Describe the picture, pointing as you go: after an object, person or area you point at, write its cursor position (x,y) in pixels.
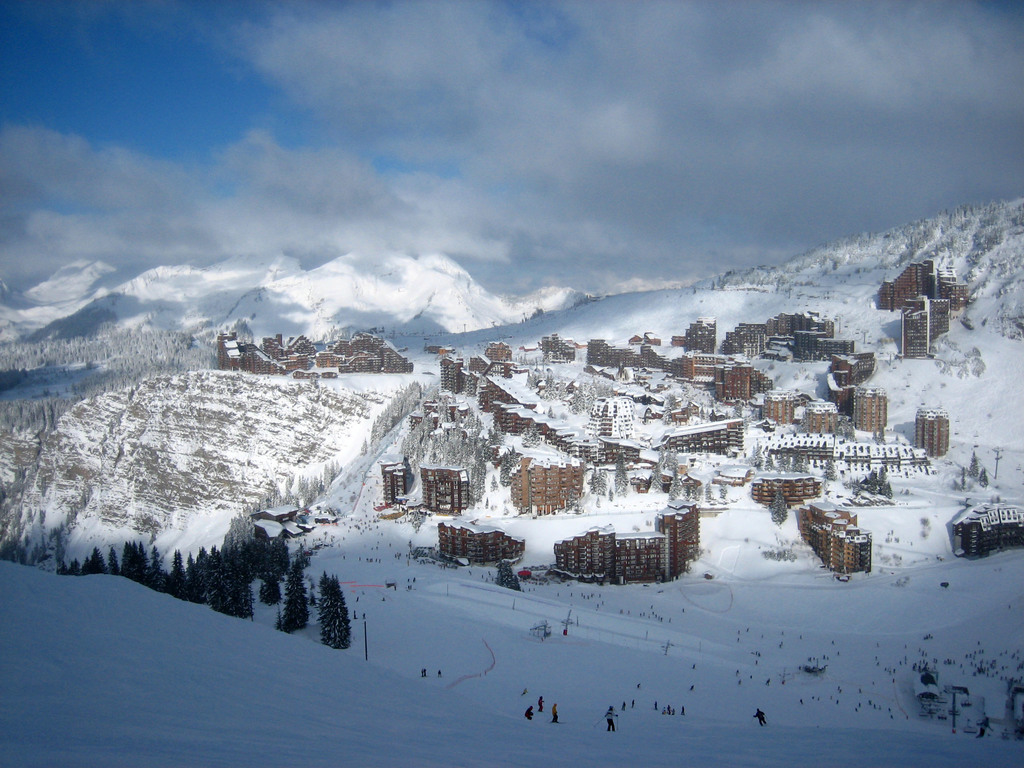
In this image we can see some building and there is a snow (463,720) on the ground (822,643). We can see some people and there are some trees (913,250). In the background (623,254), we can see snow mountains (173,317) and the sky (622,106) with clouds (788,151).
